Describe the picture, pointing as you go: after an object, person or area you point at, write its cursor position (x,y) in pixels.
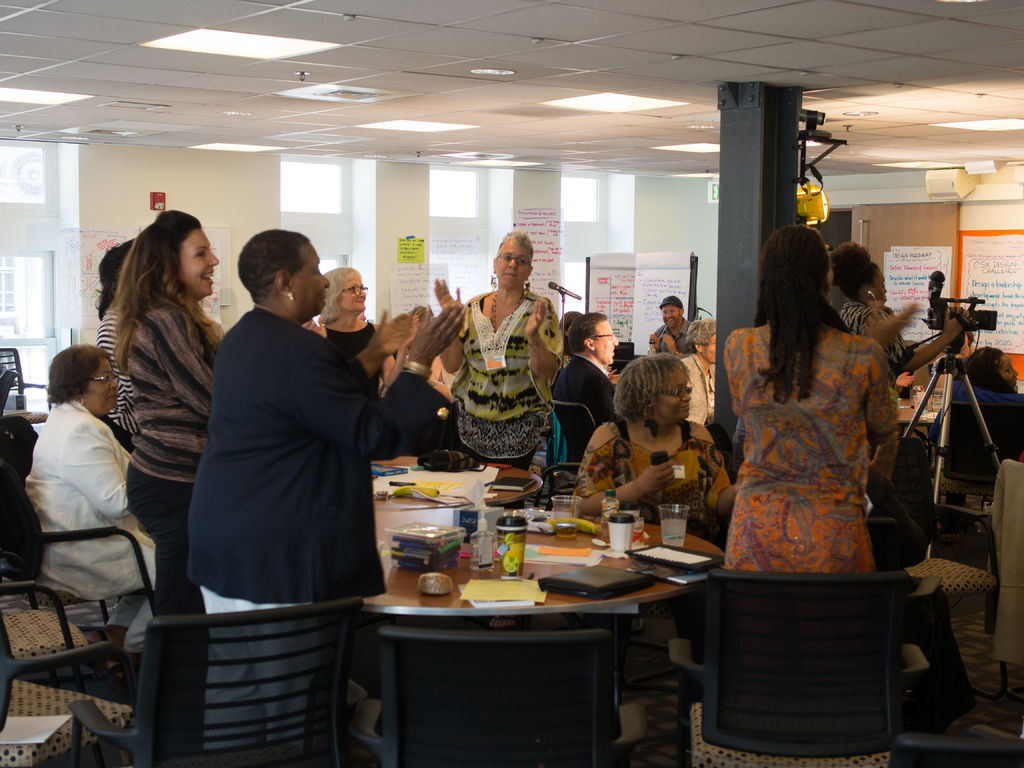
The picture is taken inside the room (746,318) where number of people (138,447) present and at the right corner of the picture (779,509) one person (779,508) in orange dress (791,478) is standing, behind her there is a chair (787,638) and at the left corner of the picture (51,453) one person (49,492) is sitting on the chair (92,536) in white dress (129,527), in front of them there is a table (413,614) on which bottles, cups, books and mobiles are present and at the right corner of the picture (901,349) one person (896,376) is holding a video camera (933,307) and behind them there is a wall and some papers (1003,259) sticked on it with written text (918,296) and there is a door (886,229) and there is a sign board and coming to the left corner of the picture (40,211) there are windows (45,282) and a wall (235,286) is present.
